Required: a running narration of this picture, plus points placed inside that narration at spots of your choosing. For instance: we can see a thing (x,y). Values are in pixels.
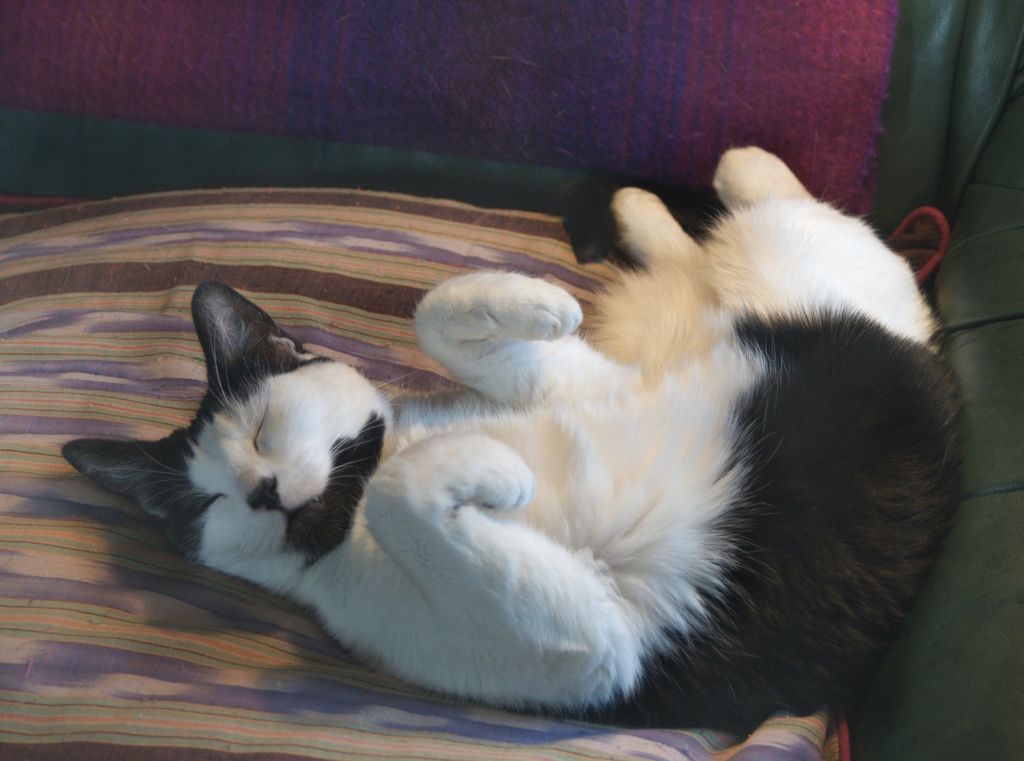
In this image I can see a cat (532,423) is lying on a sofa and a blanket (316,192). This image is taken may be in a room (470,494).
